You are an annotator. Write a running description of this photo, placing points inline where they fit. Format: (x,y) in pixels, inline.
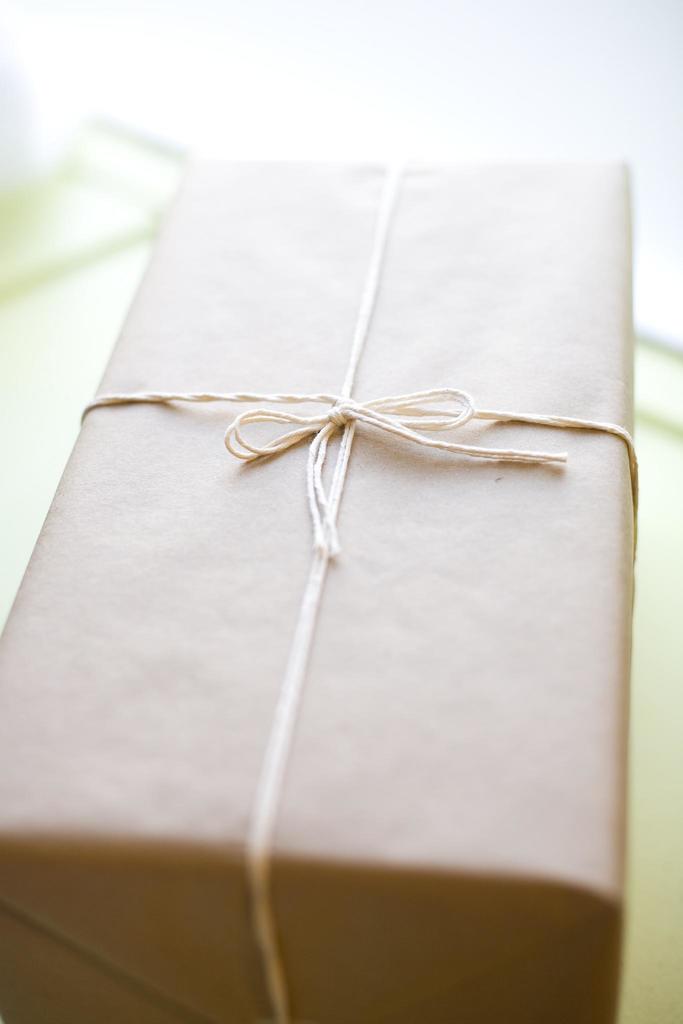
In this image I can see a box (408,691) tied with a thread (469,447). And the background (71,99) is blurry.
